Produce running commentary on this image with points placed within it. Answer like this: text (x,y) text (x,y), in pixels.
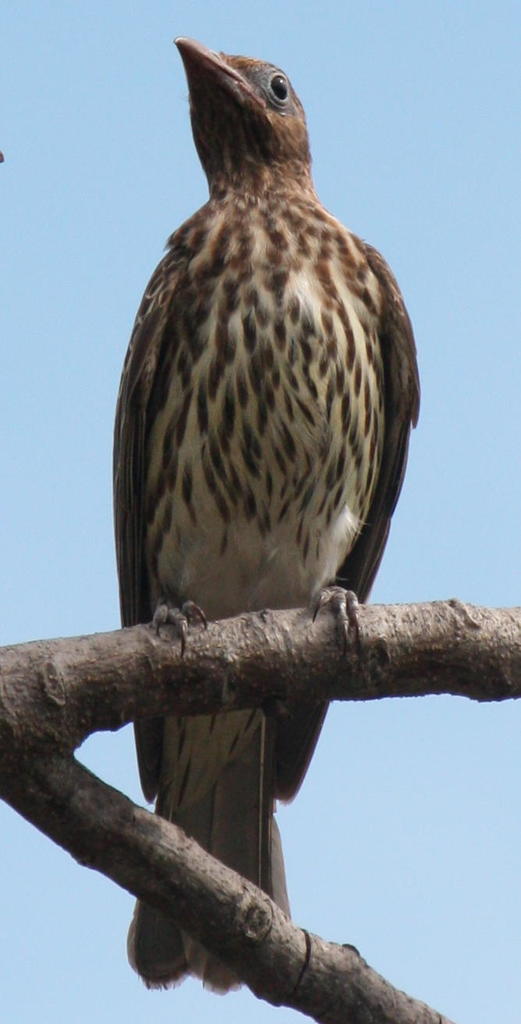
This is a zoomed in picture. In the center (284,361) there is a bird (248,819) standing on the branch (151,681) of a tree (52,652). In the background (331,44) there is a sky (363,222).
